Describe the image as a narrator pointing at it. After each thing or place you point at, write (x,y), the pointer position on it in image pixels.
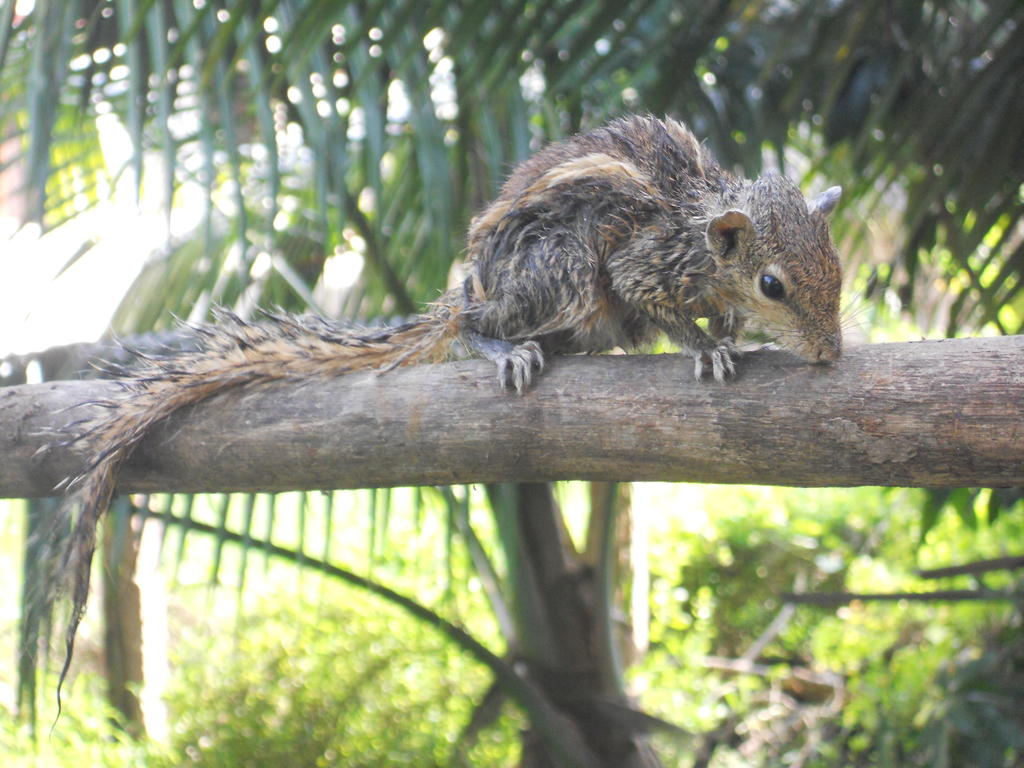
In this image we can see a tree (584,44). There are many plants (909,565) in the image. There is an animal (624,265) in the image. There is a wooden object (697,445) in the image.
